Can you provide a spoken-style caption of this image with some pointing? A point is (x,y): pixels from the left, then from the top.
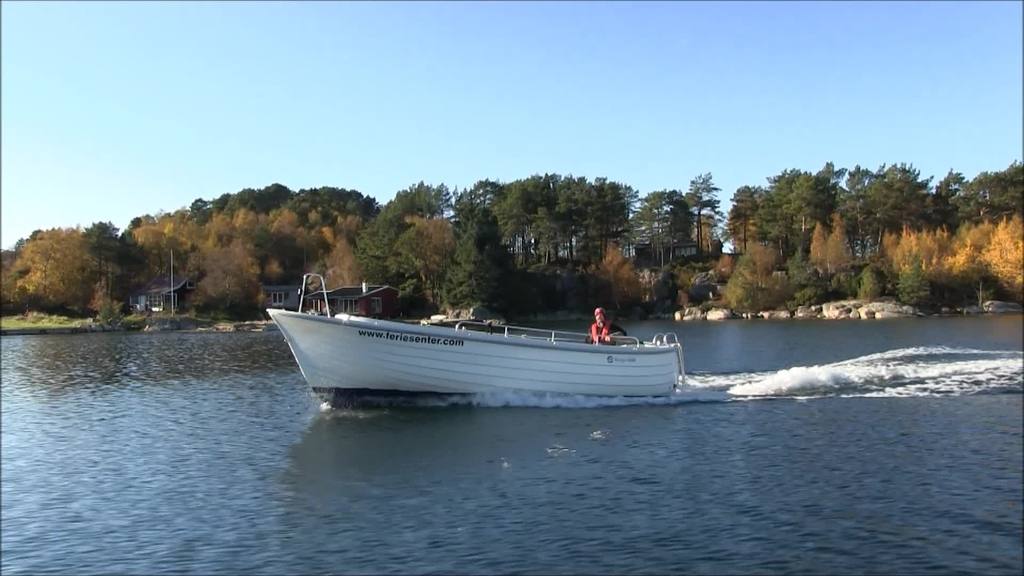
In this picture we can see a person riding a boat (416,353) in the water (320,483), around we can see some rocks (888,311), trees (264,258) and houses (149,295).
